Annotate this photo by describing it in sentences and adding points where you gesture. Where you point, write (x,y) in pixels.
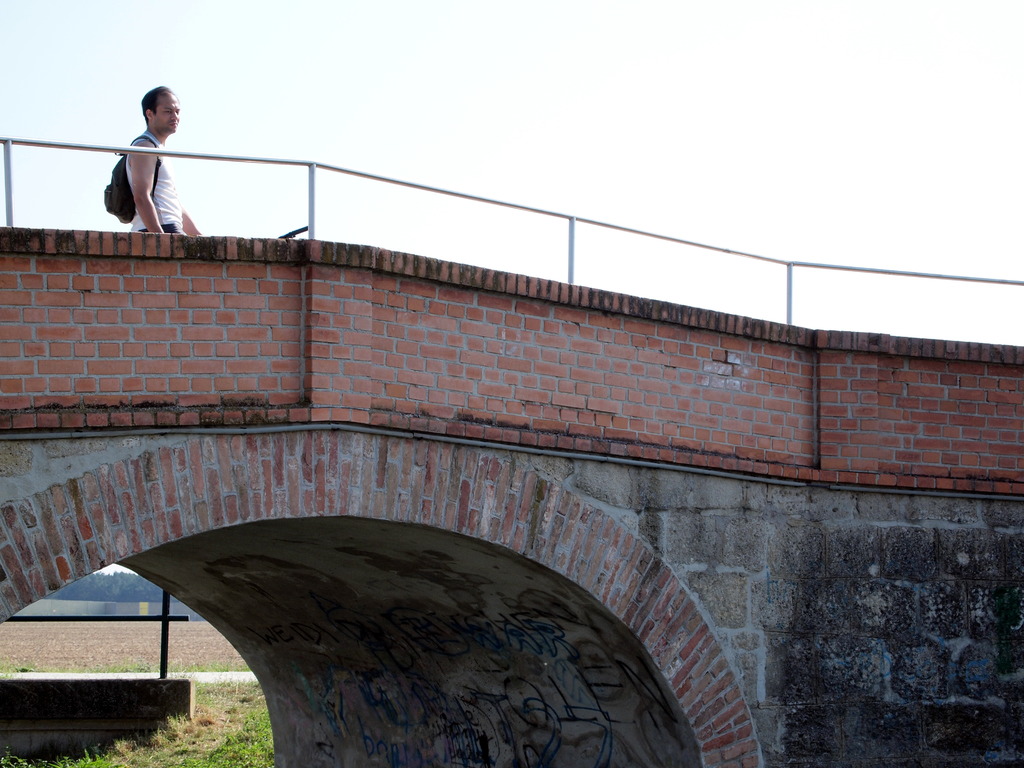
In this picture I can see a bridge (495,344), there is a person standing with a backpack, there are iron rods (255,157), grass (214,737), water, trees (117,596), and in the background (524,148) there is sky (755,134).
